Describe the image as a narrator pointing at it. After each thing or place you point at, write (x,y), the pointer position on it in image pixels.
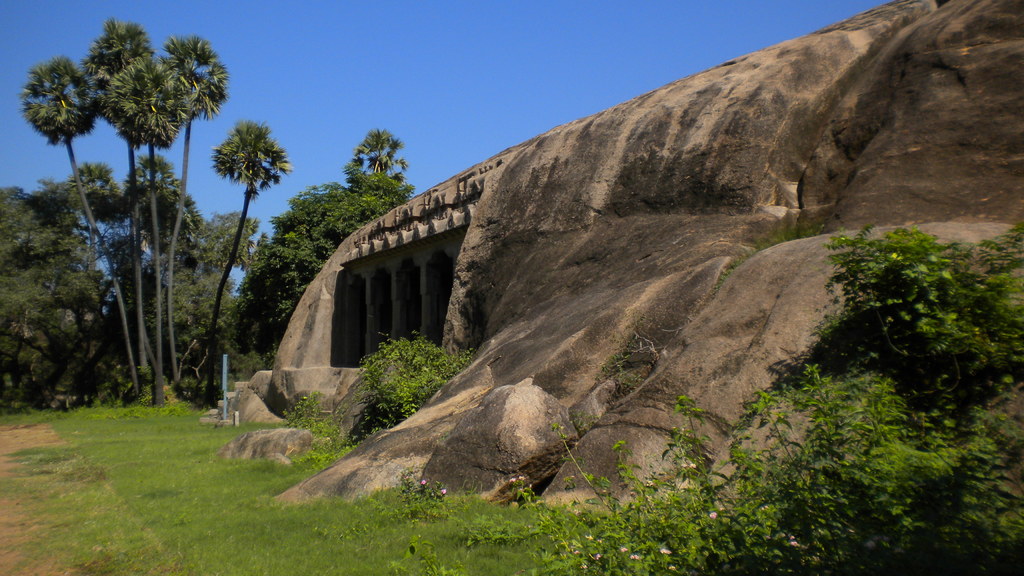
In this picture I can see the rock (997,97) on the right side (807,291), in the middle (466,221) it looks like a medieval architecture (459,238). On the left side (304,253) I can see few trees (234,218), at the top (464,77) there is the sky (464,77).
